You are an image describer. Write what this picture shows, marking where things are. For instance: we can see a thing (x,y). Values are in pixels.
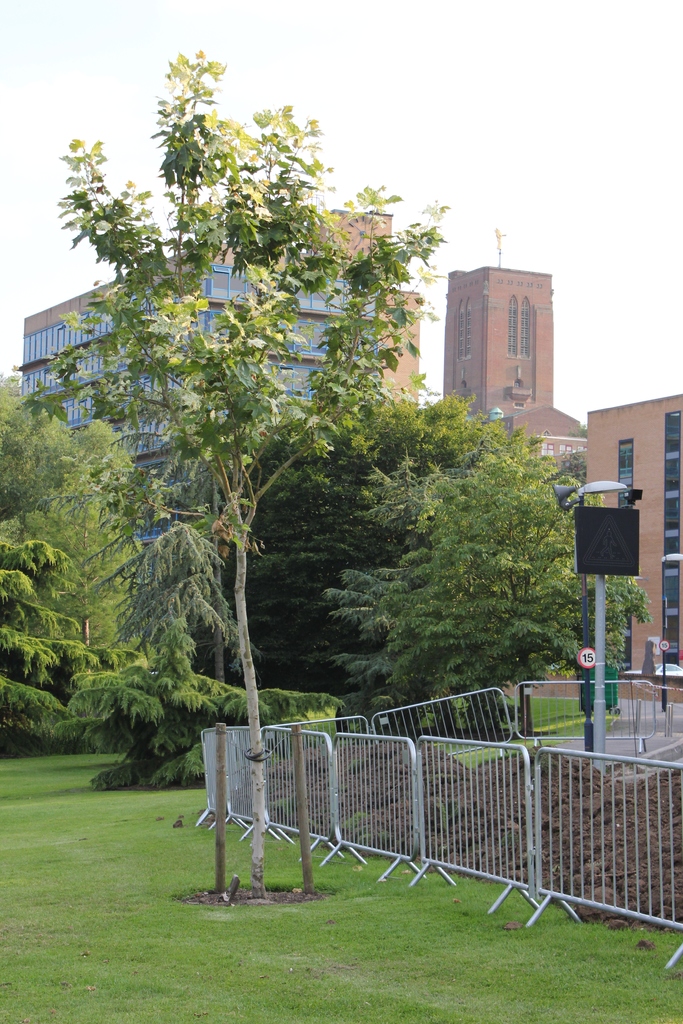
In this image I can see trees (307,555), fence (419,828), poles (587,680), the grass (162,874) and buildings (666,479). In the background (423,116) I can see the sky (559,150).
